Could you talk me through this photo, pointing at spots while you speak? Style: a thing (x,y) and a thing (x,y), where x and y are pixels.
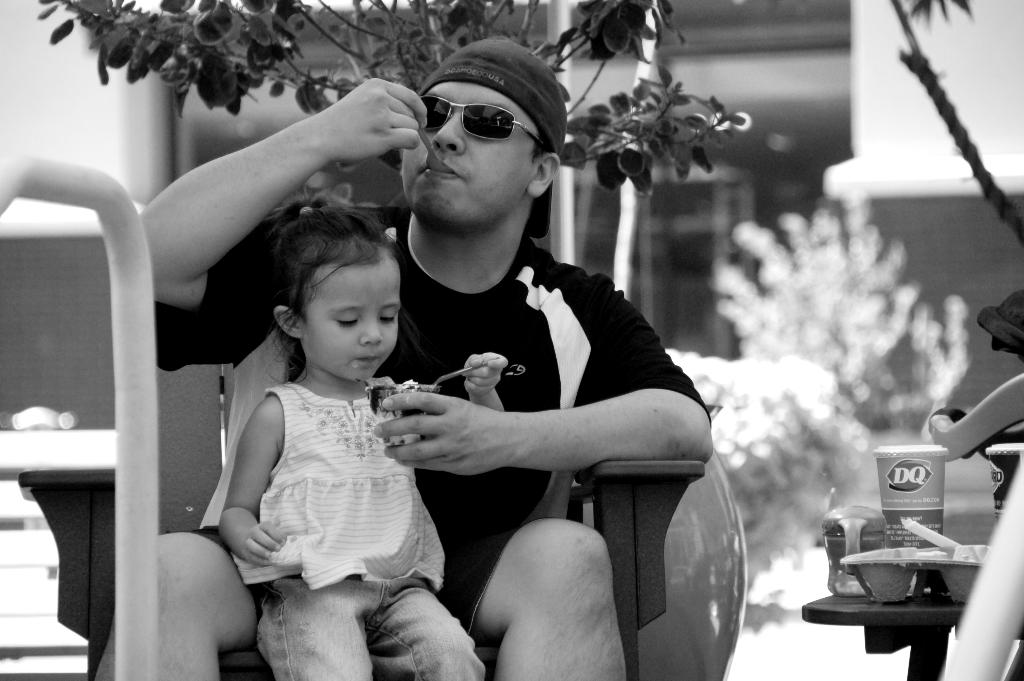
This is a black and white image. A person (518,365) is sitting on a chair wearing a cap (477,68), goggles (475,124) and he is holding a spoon (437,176) and cup (377,402). A girl (369,310) is present holding a spoon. There is a tree (131,69) and a building (812,57) behind them. There are cups (918,458), bottle (873,533) and a glass (907,501) at the right (918,500).
